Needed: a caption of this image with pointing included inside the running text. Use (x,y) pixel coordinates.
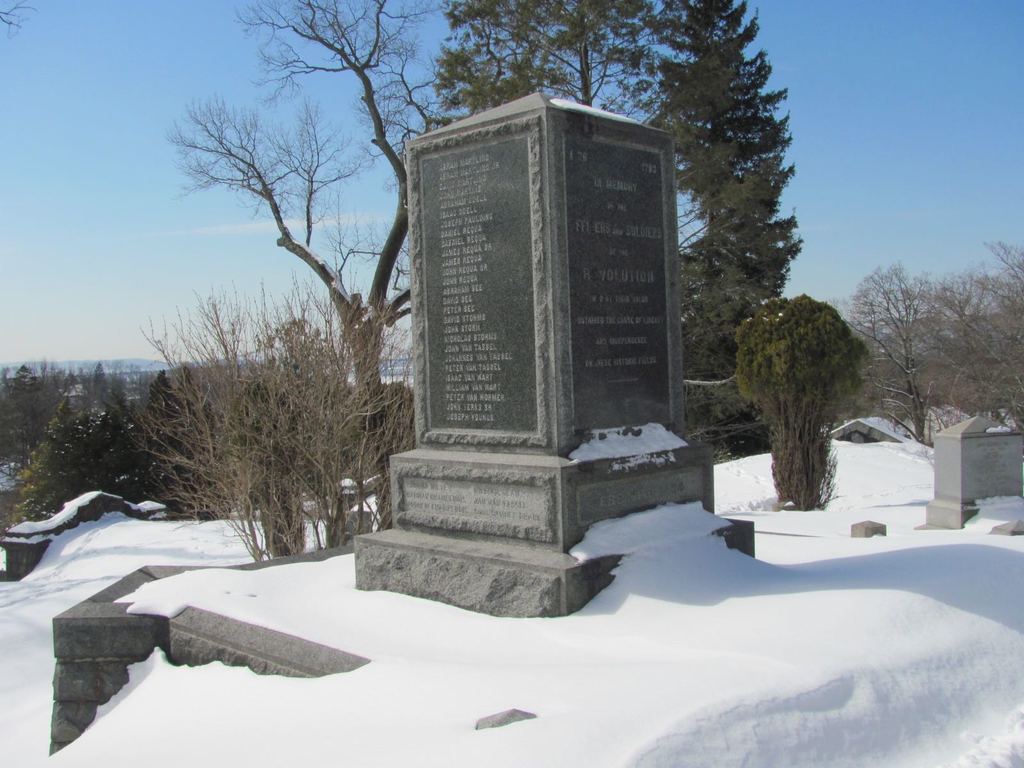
In this picture I can see trees (132,485), plants (327,541), stone (516,263) on which something written on it and snow (385,643). In the background (173,209) I can see the sky (168,192).
